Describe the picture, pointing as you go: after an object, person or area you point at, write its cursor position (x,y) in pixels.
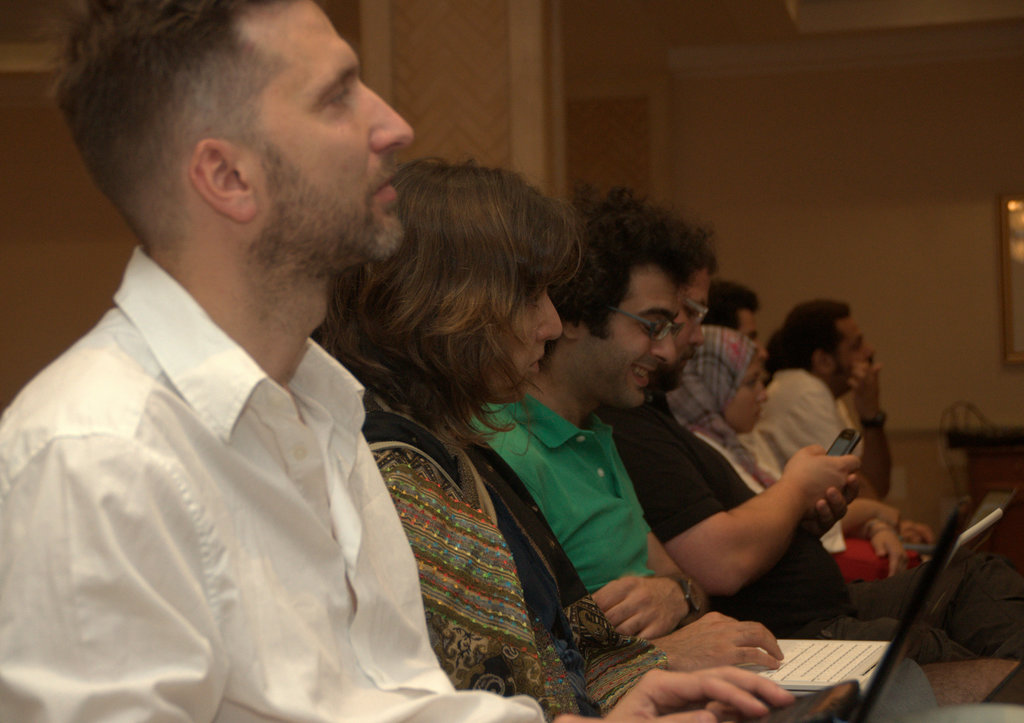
In this image we can see group of people (748,377) sitting on the chairs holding laptop (846,647) and mobile phone (852,446). In the background (777,129) we can see photo frame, pillar (546,80) and wall (800,151).
